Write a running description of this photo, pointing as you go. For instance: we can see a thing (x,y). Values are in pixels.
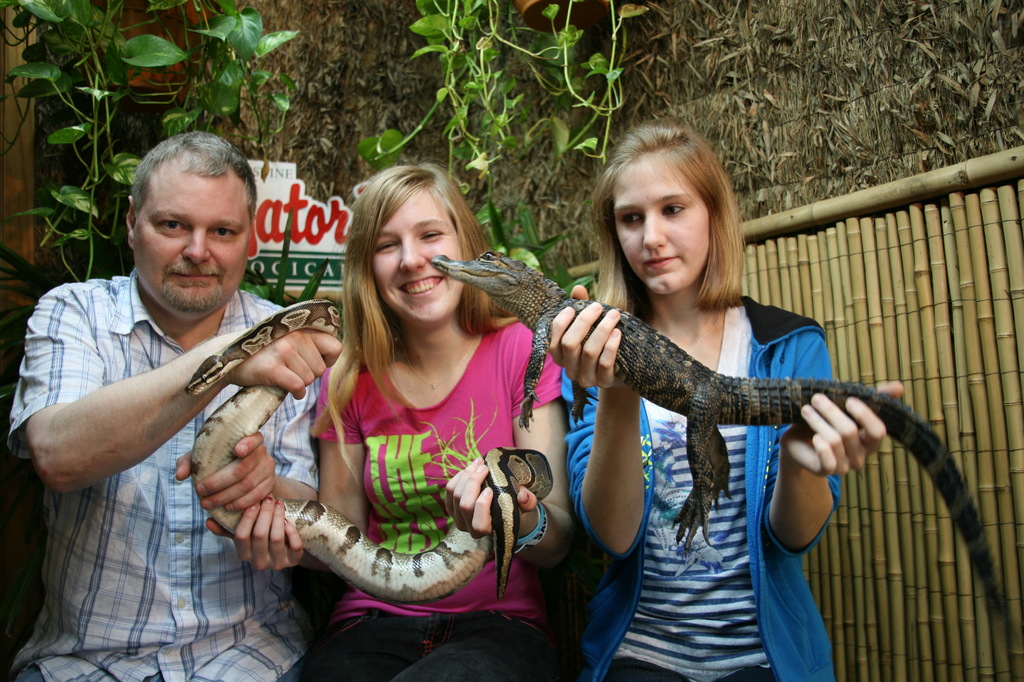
In this image there are three persons (160,228) who is catching reptiles (720,420) in their hands (246,366) and at the background (436,136) there are trees (477,155) and wall (557,156).
